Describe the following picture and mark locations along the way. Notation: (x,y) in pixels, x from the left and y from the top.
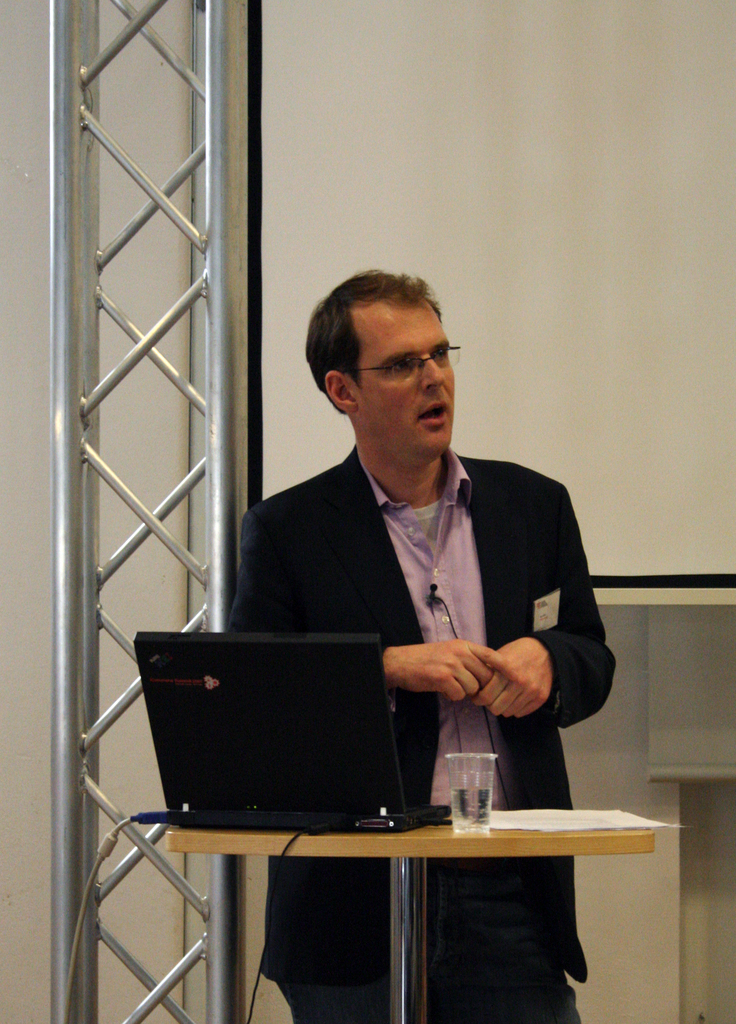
In this picture we can see a man (483,725) standing on the floor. There is a table (458,840). On the table (423,886) we can see a laptop (355,771), glass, and papers (544,819). There are poles (76,493). In the background (42,7) we can see wall (42,7) and a screen (510,441).
